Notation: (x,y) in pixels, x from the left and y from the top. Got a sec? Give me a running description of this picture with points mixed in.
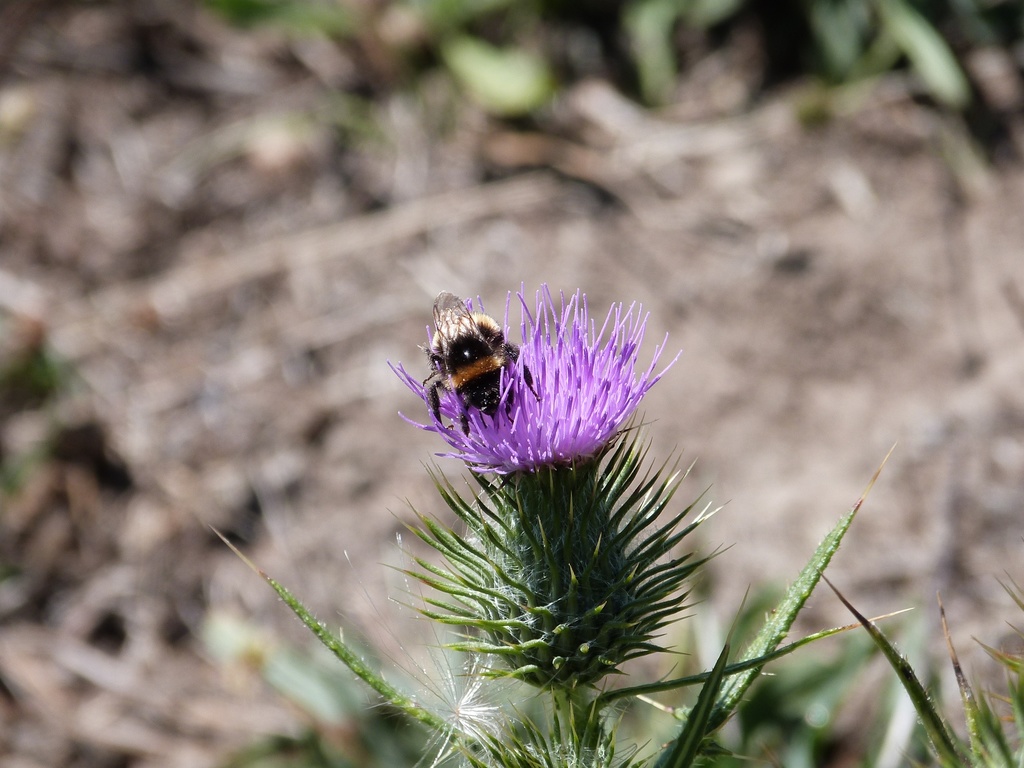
In this image there is a bee (458,367) on thistle plant (555,562).
